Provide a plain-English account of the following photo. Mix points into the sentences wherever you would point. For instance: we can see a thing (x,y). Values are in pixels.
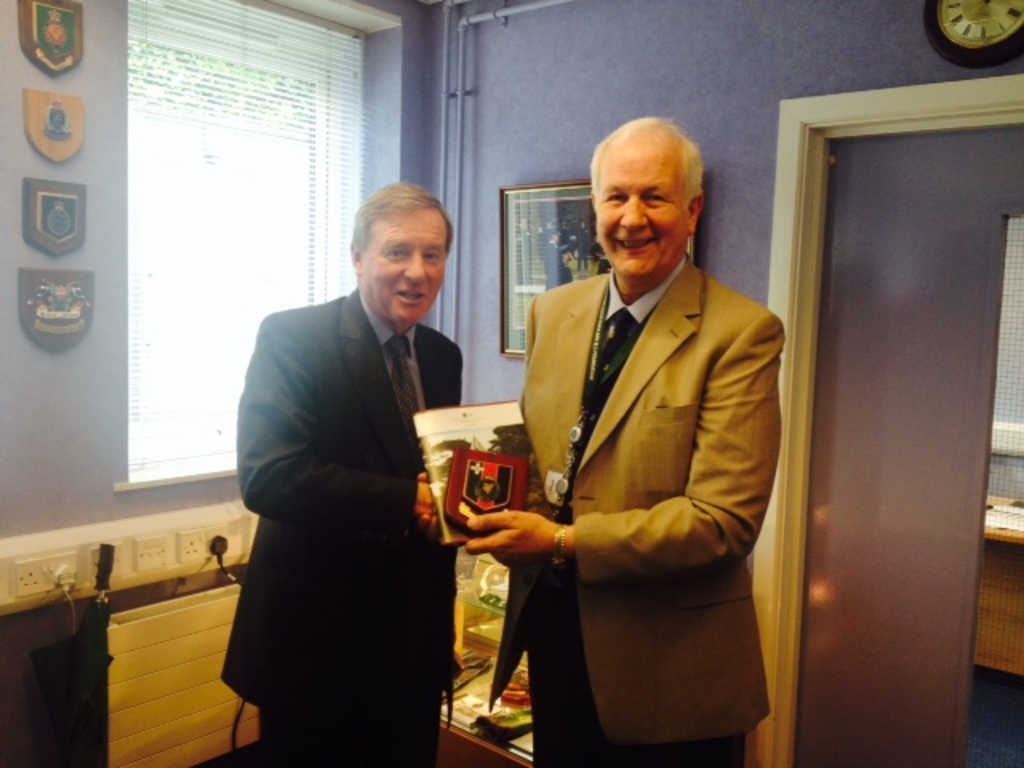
This picture is clicked inside the room (431,582). In the center (618,355) we can see the two persons (641,304) standing, wearing suits (346,363), smiling and shaking their hands (420,521) and we can see there are some objects (485,477). In the background (570,50) we can see the wall (626,47), picture frame (533,188) hanging on the wall (592,80) and we can see the clock (932,17) hanging on the wall (120,147) and we can see some objects (44,37) hanging on the wall (17,348) and we can see the window blind (304,148), metal rods (460,48), wall sockets (206,542) and a door (905,591) and many other objects (52,721).
